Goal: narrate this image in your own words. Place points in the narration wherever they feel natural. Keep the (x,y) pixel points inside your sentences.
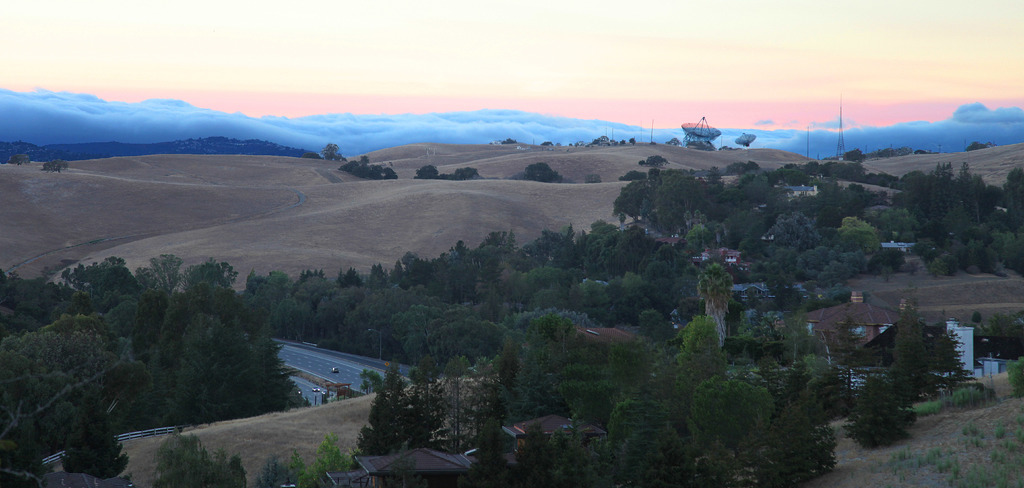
In this picture we can see there are trees (647,349), houses (755,285), poles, fence (151,433) and some vehicles (334,369) on the road (321,370). Behind the trees (357,278) there are hills (497,167), antennas (696,130) and the sky (676,127).
